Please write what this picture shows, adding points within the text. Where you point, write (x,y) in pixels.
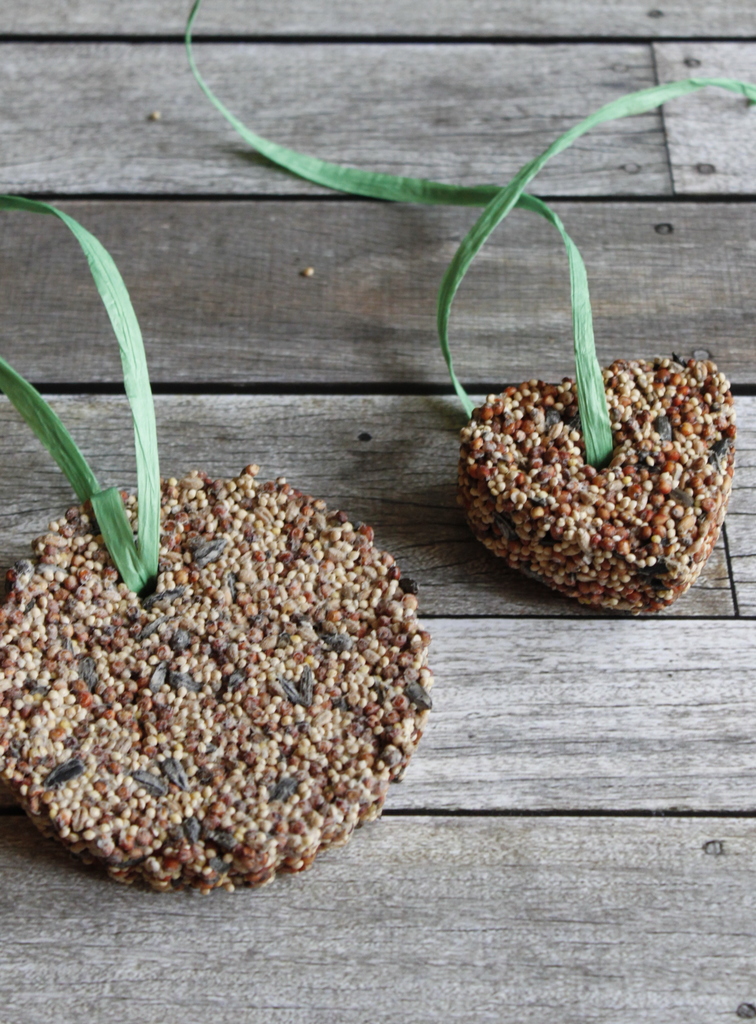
On this wooden surface (448,802) there are two objects (256,620). One is in round shape and another is in heart shape.
